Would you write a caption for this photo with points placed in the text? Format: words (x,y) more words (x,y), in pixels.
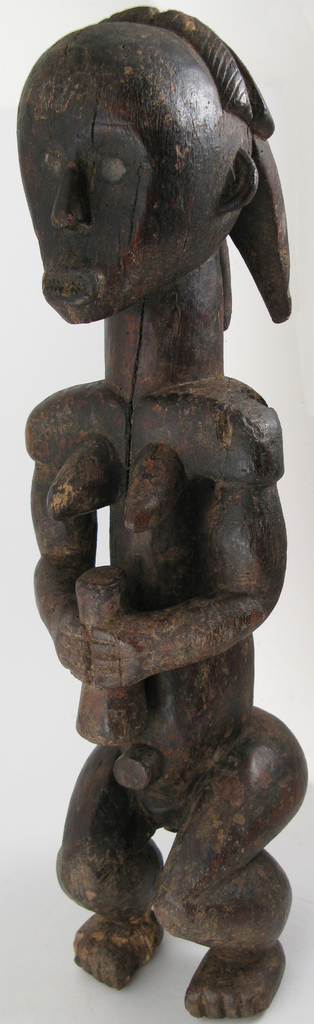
In this image we can see a sculpture (145,656). Background (297,293) it is in white color.
